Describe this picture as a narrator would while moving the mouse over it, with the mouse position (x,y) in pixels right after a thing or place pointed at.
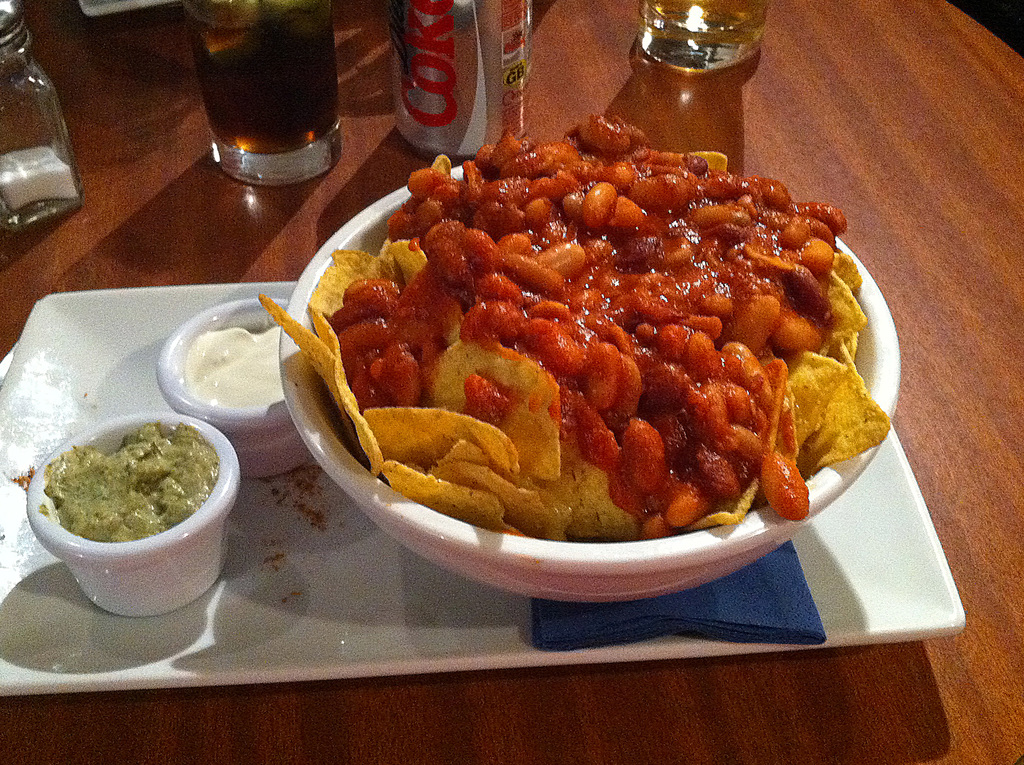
This image is taken indoors. At the bottom of the image (516,702) there is a table (977,275) with a coke tin (445,64), two glasses of drinks (698,29), a salt bottle (80,184) and a tray (907,548) on it. There is a bowl (637,556) with a food item (513,348) and there are two bowls (168,474) with sauce (188,516) on the tray (823,596).
